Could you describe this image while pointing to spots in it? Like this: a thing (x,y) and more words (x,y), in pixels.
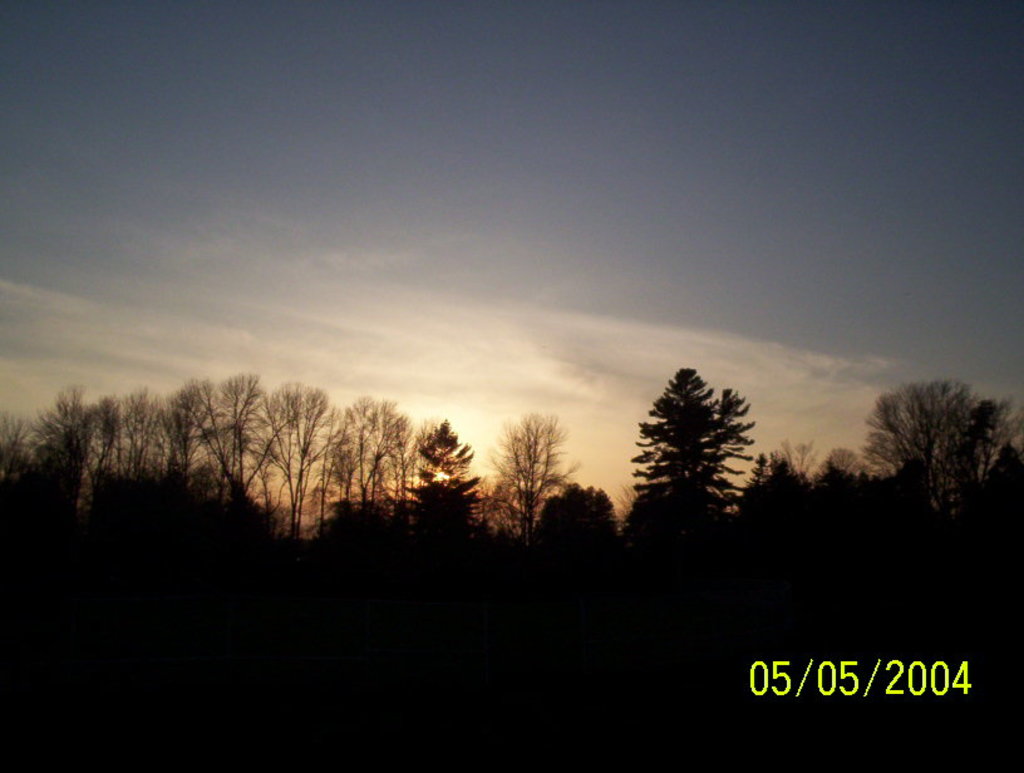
In this picture we can see trees (477,564) and we can see sky (626,430) in the background (622,445), in the bottom right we can see some numbers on it.
